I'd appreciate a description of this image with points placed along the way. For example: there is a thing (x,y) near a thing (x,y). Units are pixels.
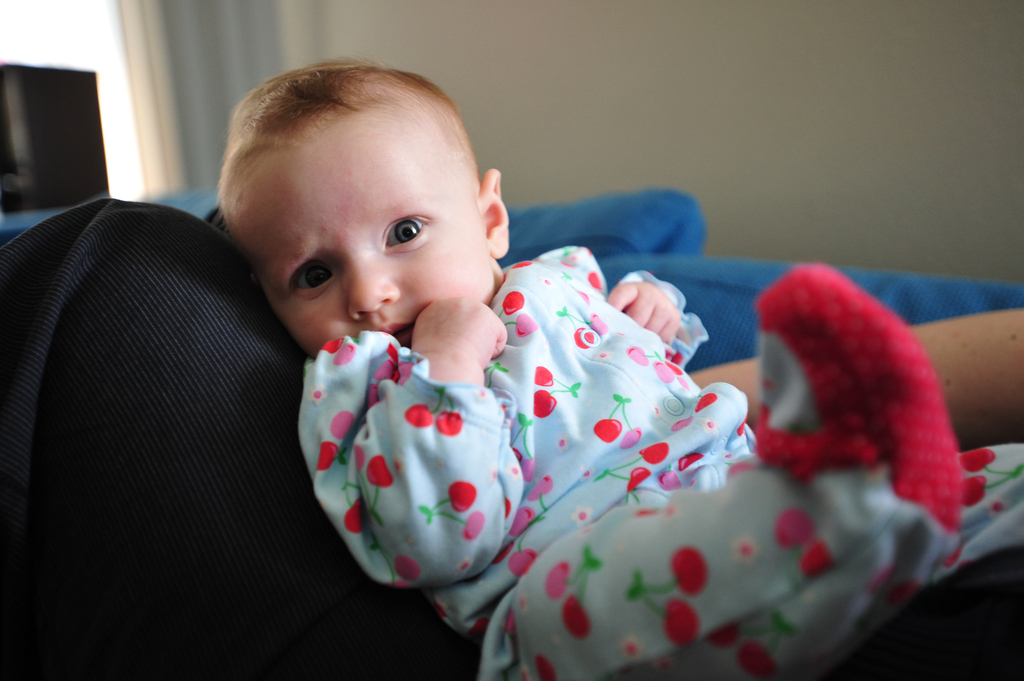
There is a baby (415,237) sitting on an object (416,600). In the background (963,293), there is a blue color bed sheet (584,225) and there is white wall (529,56).
